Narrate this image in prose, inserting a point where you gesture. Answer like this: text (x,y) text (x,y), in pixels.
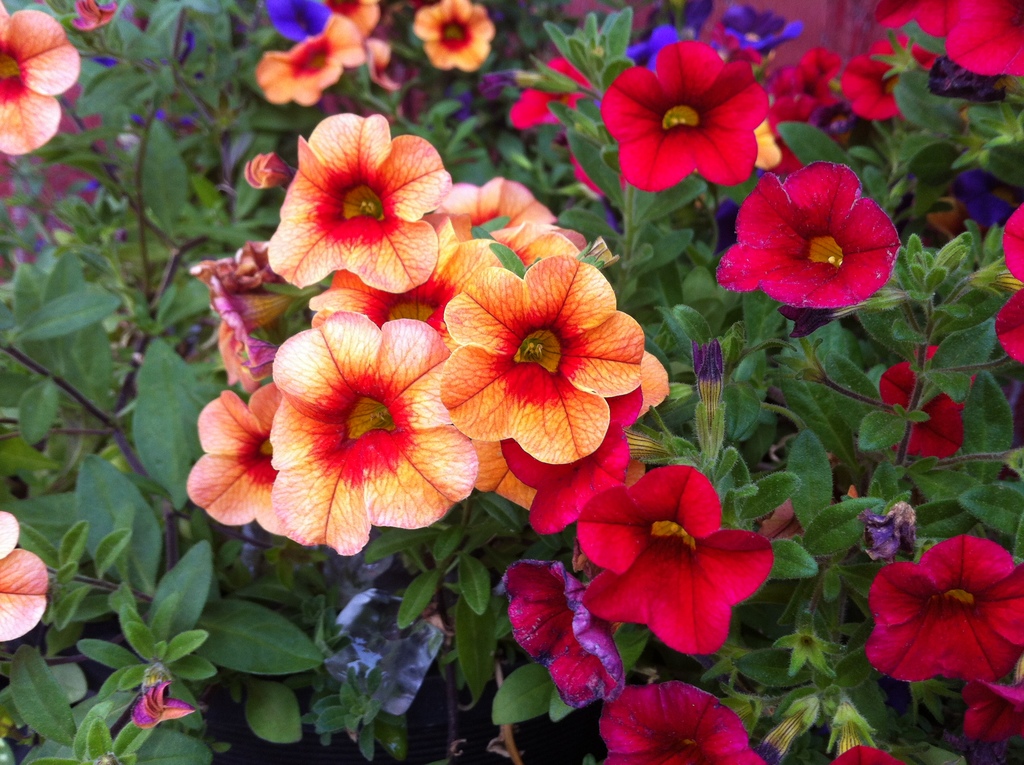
In this picture I can see there are few flowers (383,376) and leaves (513,514) they are attached to the stems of the plants (504,591) and the flowers (369,460) are red, purple and orange colors.
